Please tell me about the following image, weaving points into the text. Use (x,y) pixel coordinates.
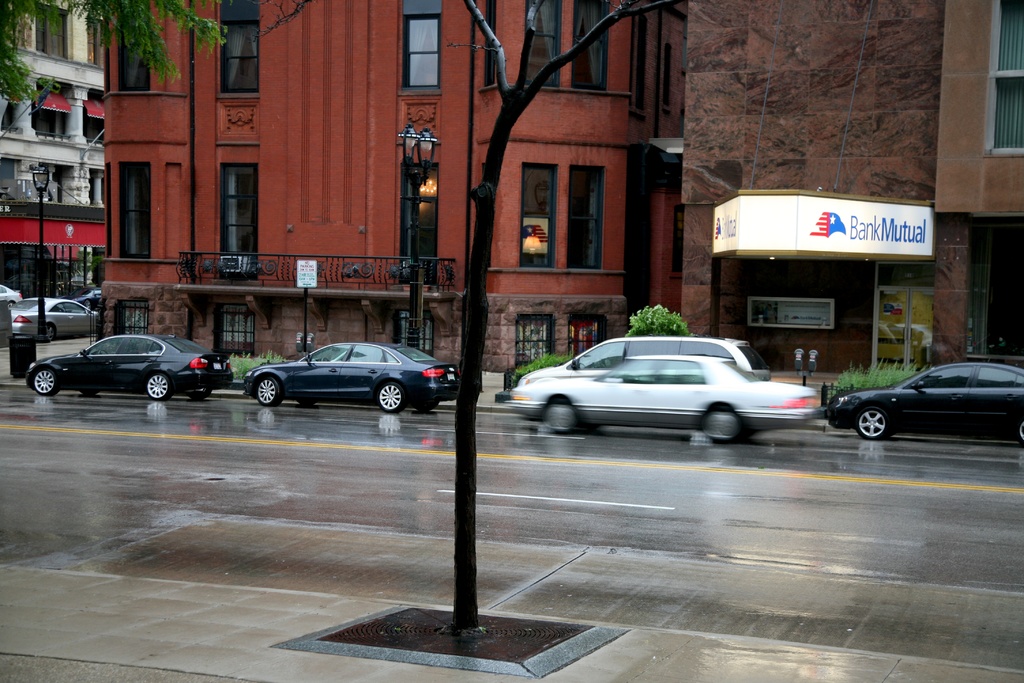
This is the picture of a city (91,317). In this image there are vehicles (25,310) on the road (871,501). At the back (320,163) there are buildings (334,118) and there is a board (917,237) on the building (964,228) and there is a text (849,237) on the board (852,225). There are trees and poles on the footpath (205,618). At the bottom (812,504) there is a road (491,483).
